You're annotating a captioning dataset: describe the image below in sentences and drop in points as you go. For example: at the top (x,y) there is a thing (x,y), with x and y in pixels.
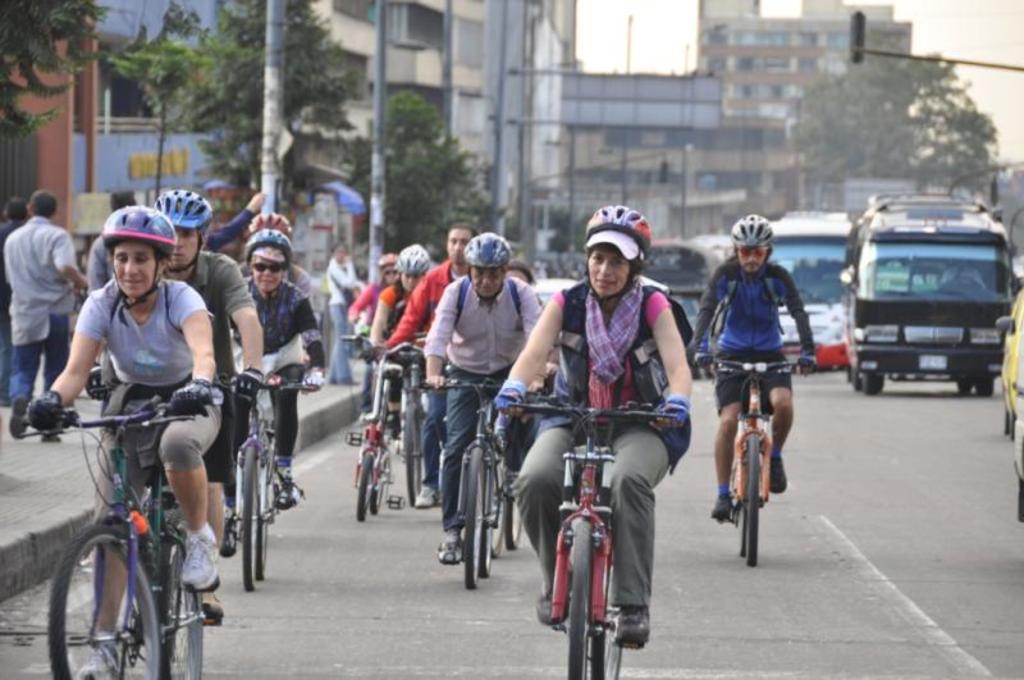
In this picture we can see a group of people (588,326) are riding a bicycle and wearing a helmets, On the road (3,667). In the background (519,196) we can find poles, trees (920,114), buildings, vehicles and sky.
